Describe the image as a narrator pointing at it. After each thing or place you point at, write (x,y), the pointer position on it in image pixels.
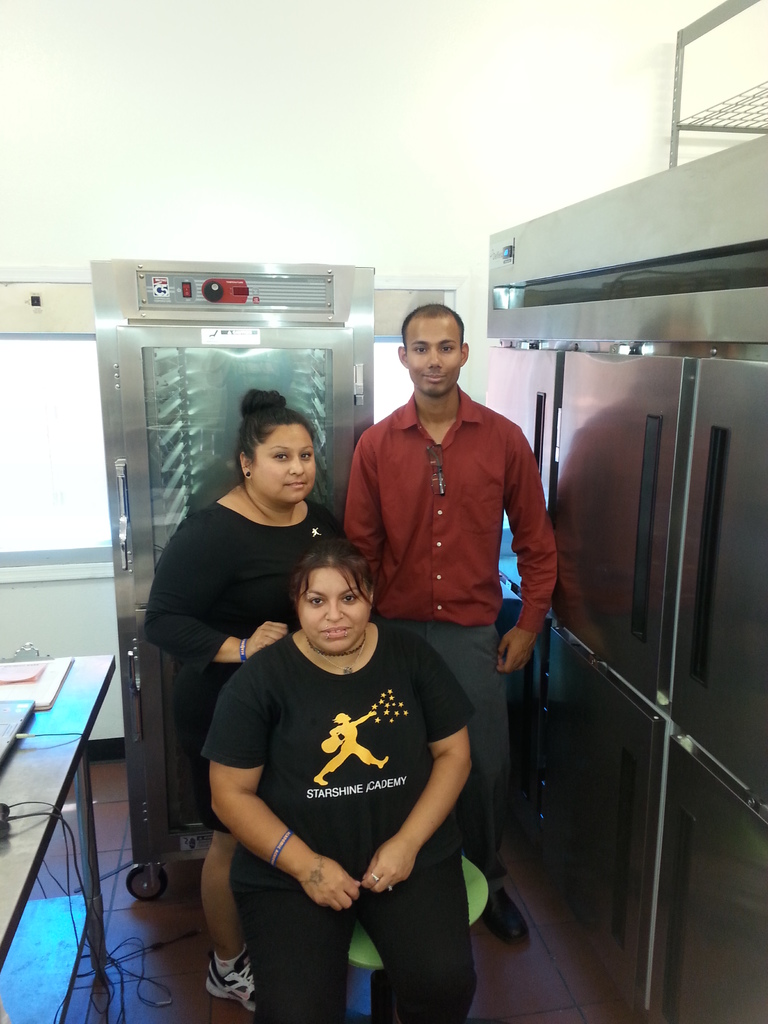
The picture is taken inside the room (62,434). There are three people (284,628) inside the room (433,617). The girls (328,798) are wearing black dress (294,705). The man (411,622) is wearing red shirt (412,466). In the left (58,719) there is a table (67,723). On the table (58,719) there are few things (40,677). In the right (652,400) there are cupboards (652,400).
